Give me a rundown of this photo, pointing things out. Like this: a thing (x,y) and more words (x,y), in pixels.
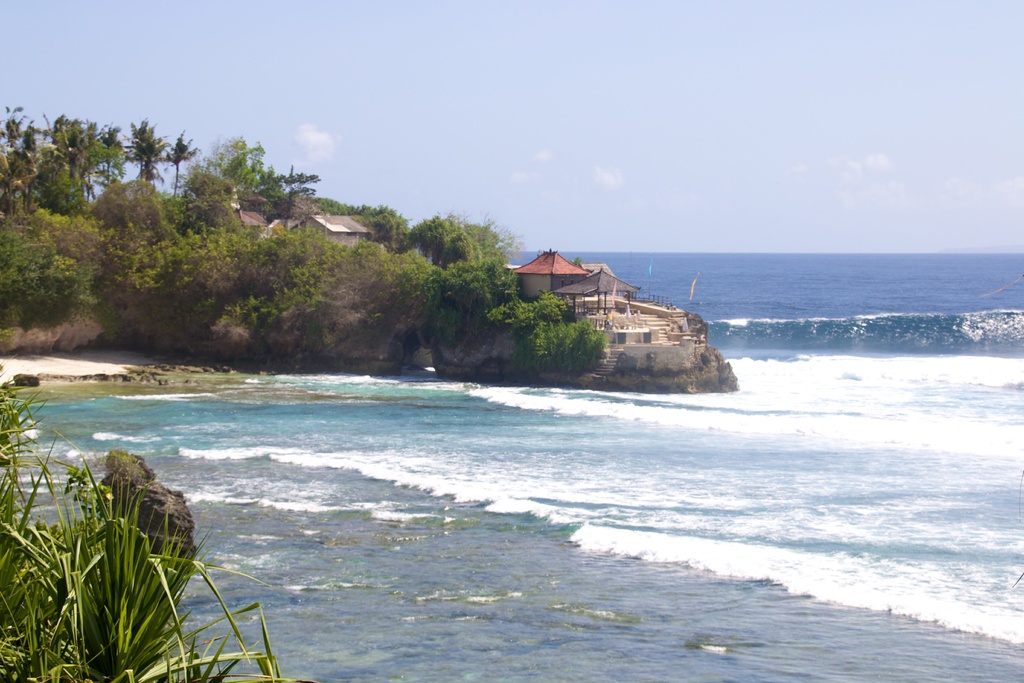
In the image there is a beach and beside the beach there are some houses (622,302) and trees (249,322).
